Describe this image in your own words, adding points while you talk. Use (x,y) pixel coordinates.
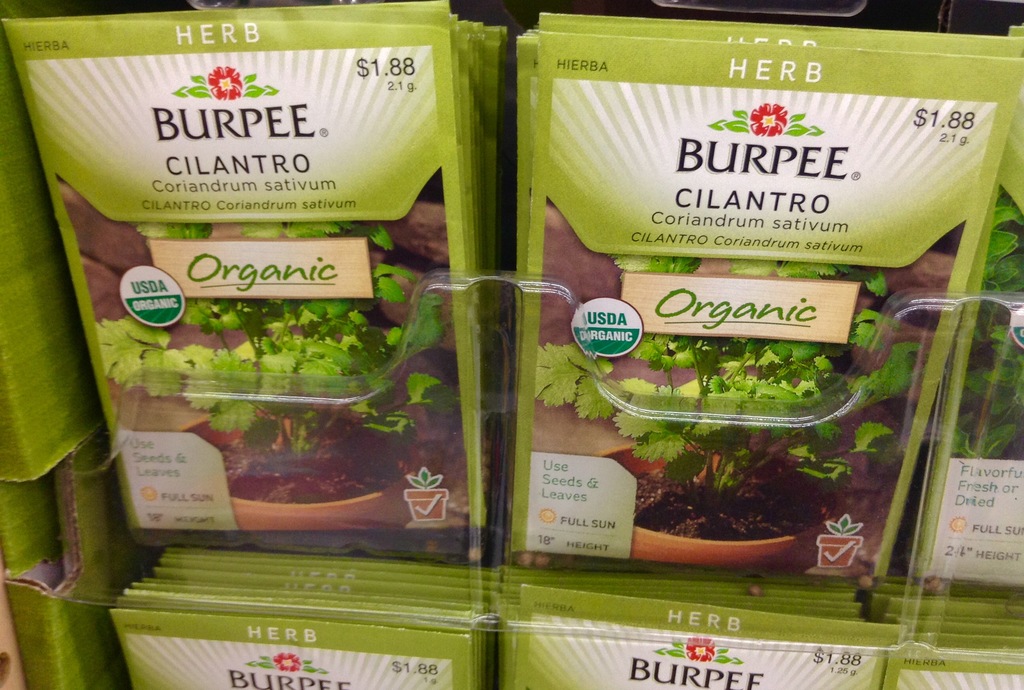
This picture shows cilantro seeds (557,98) in the packets (629,192).
